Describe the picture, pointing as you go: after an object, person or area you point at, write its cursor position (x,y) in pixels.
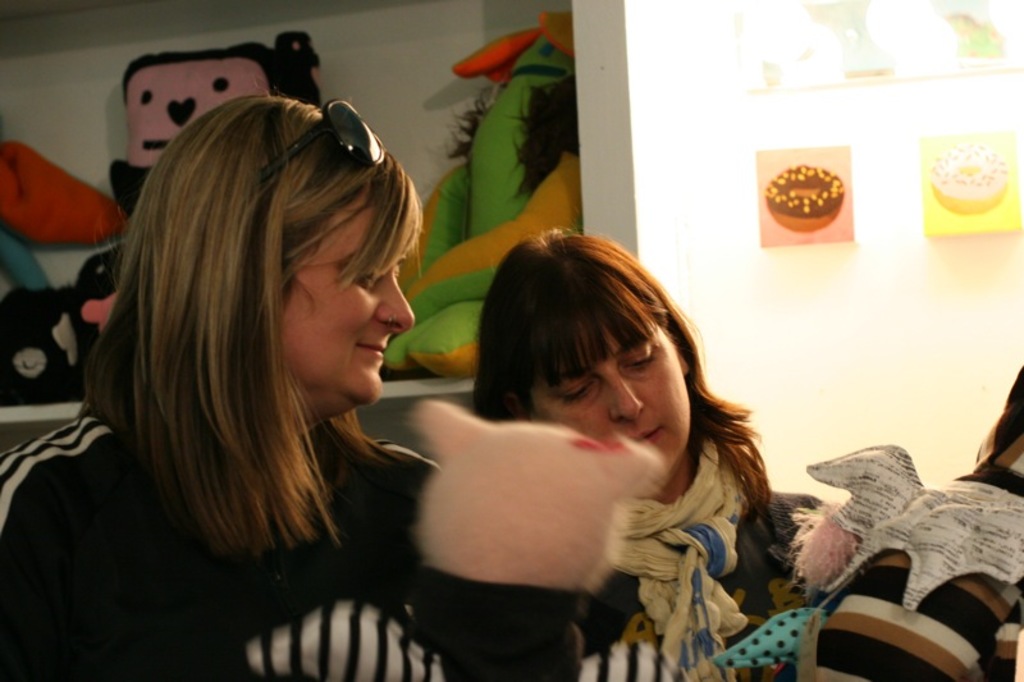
The woman (390,251) in black jacket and the woman (762,583) in blue jacket (754,560) are holding stuffed toys (814,588) in their hands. Behind them, we see stuffed toys (456,191) placed on the wall shelf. Beside that, we see a white wall (834,309) on which posters (978,160) are pasted.
